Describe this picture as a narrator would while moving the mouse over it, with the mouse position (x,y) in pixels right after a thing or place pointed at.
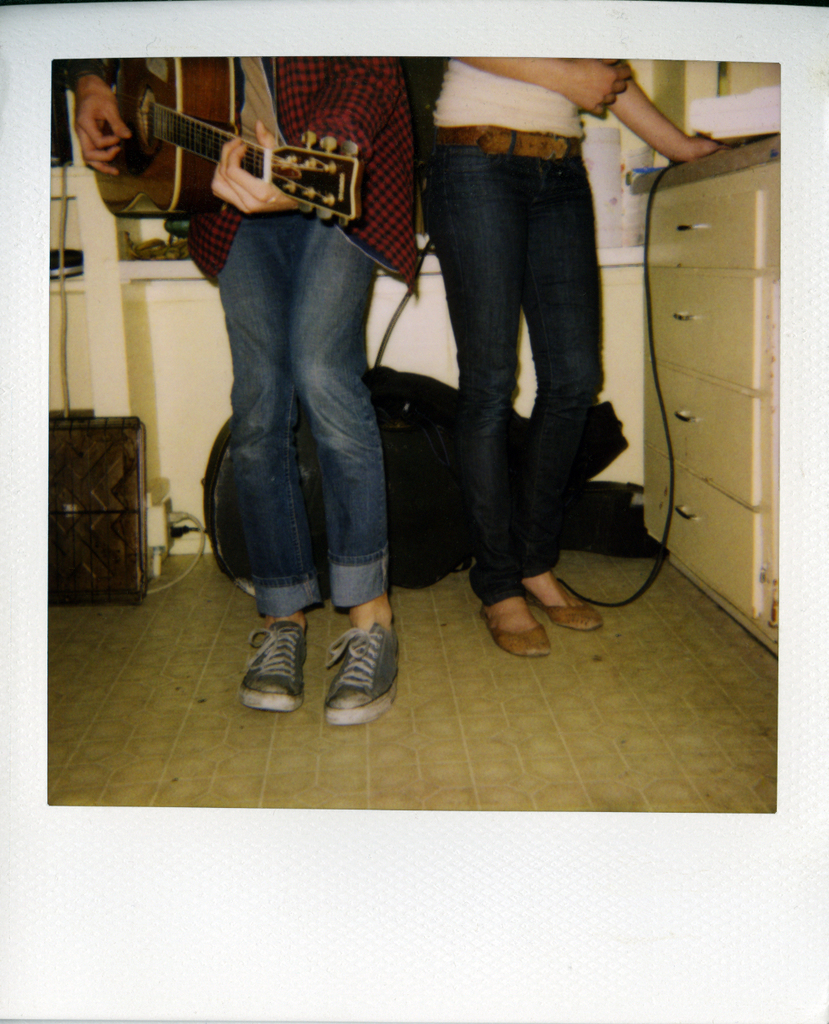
In this image we can see a person (250,237) holding a guitar (154,146) and playing it. On the right side of the image (572,339) there is a lady (505,185) standing on the floor (551,625). In the background (402,455) we can see few bags (413,458).
